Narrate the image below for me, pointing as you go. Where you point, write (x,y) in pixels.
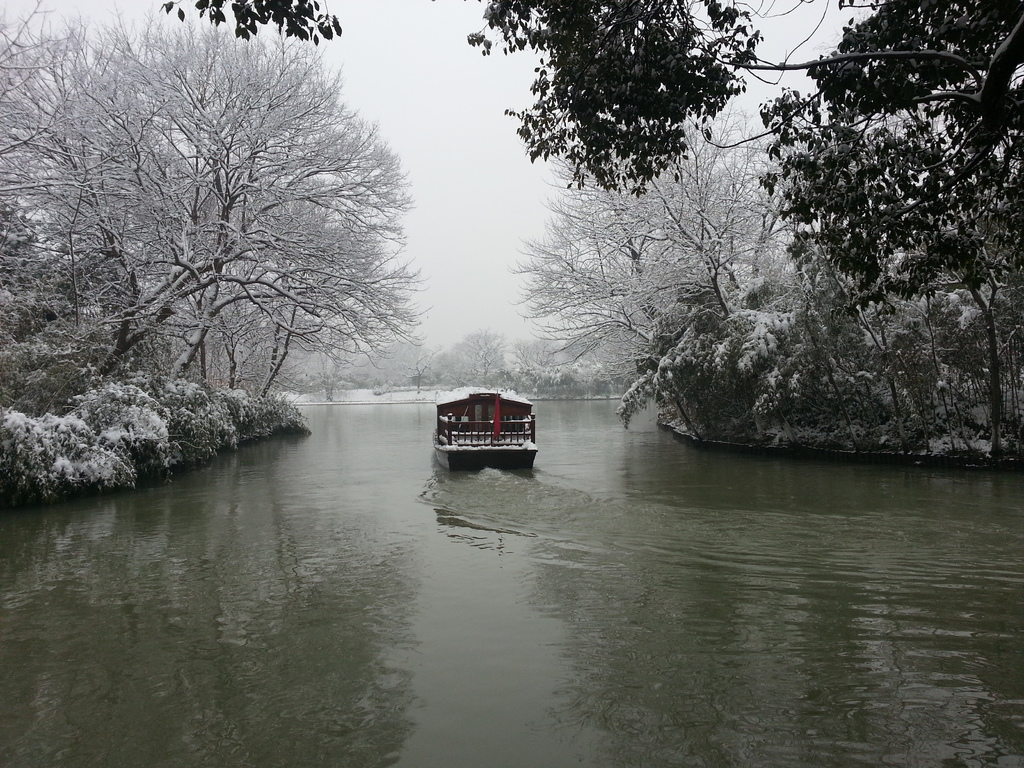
In this image I can see few trees (801,364), boat (505,405), water (575,464) and snow (133,392). The sky (438,233) is in white color.
